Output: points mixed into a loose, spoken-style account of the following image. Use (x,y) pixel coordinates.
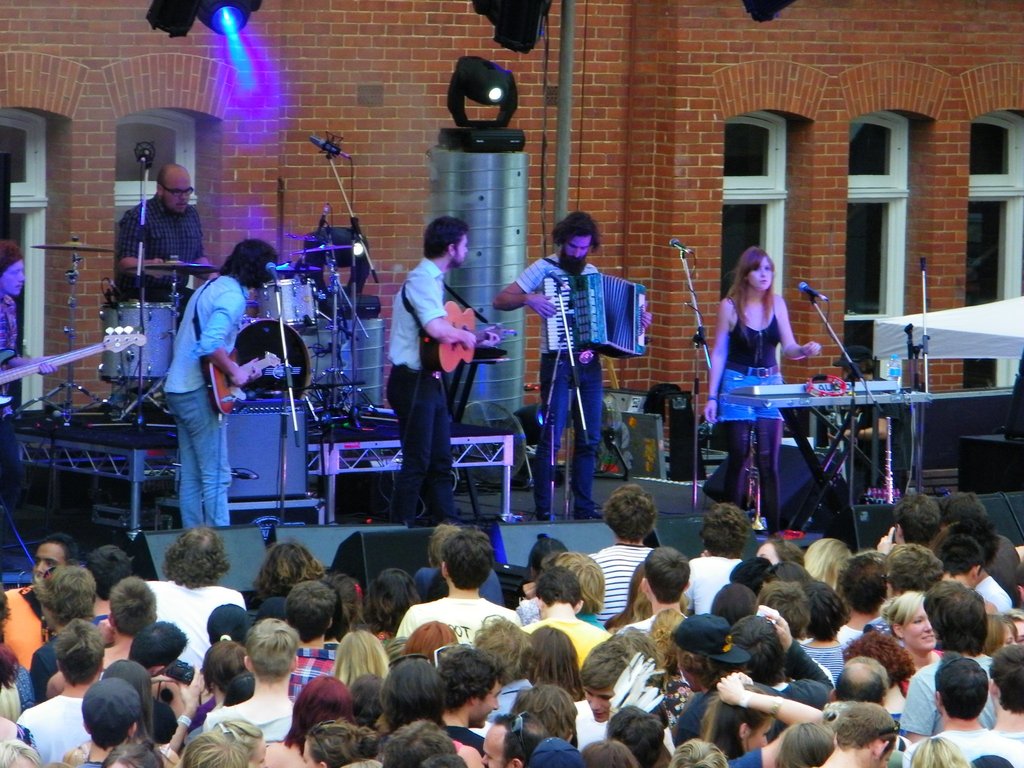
This picture shows a group of people (591,433) standing on dais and playing musical instruments (575,320) and we see two people (190,331) playing guitar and a man (582,381) playing hand piano (574,339) and a woman (743,458) standing and singing with the help of microphone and a man (160,281) seated and playing drums (121,305) and we see audience (23,760) watching them.
